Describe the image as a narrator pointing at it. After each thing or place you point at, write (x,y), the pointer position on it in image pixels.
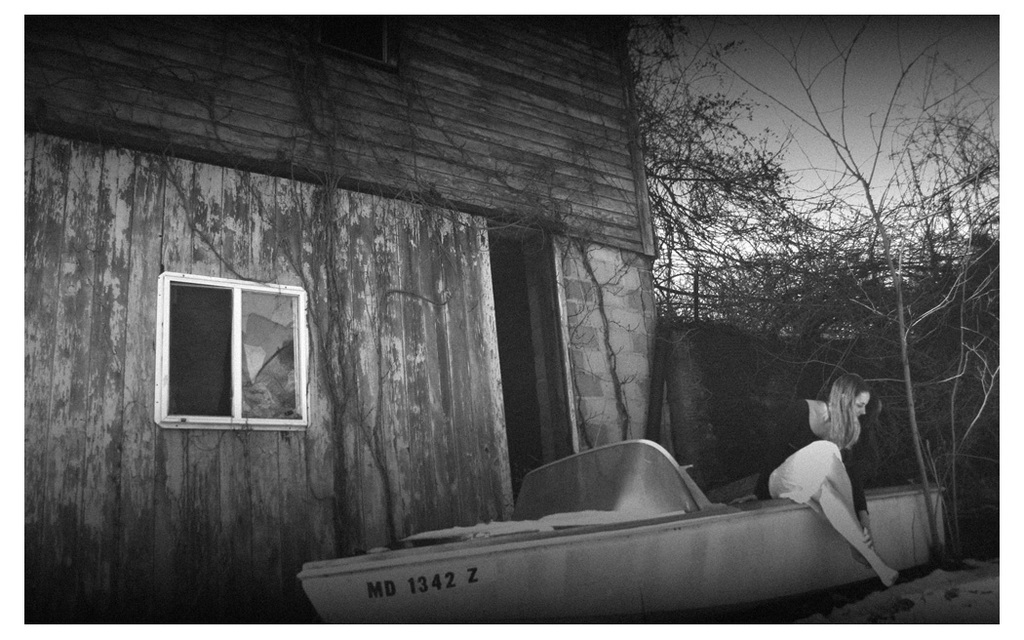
This is a black and white image. In this image, in the middle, we can see a woman (792,469) sitting on the boat (921,513). On the right side (915,287), we can see some trees (859,299). On the left side (305,343), we can see a building (449,344), glass window (248,380). At the top (791,58), we can see a sky (794,91).
